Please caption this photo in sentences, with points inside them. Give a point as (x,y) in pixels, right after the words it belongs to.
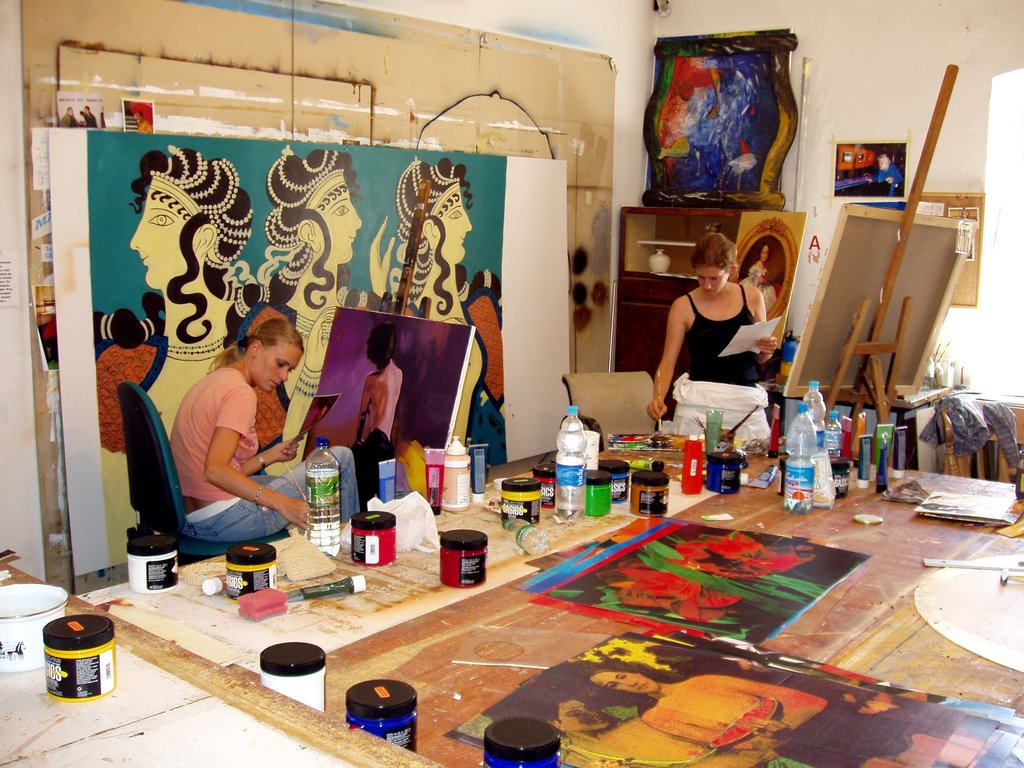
The image is taken in the room (323,546). On the left side of the image (288,500) there is a lady (188,500) sitting on the chair (169,505). On the right side (743,415) there is a lady (726,422) who is standing and holding a paper (742,338) in her hand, there is a board (829,306) placed before her. At the bottom (525,516) there are many paintings (660,520), bottles (462,560), brushes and photos (705,617) placed on the table (434,679). In the background (380,255) there are many paintings (396,185).
